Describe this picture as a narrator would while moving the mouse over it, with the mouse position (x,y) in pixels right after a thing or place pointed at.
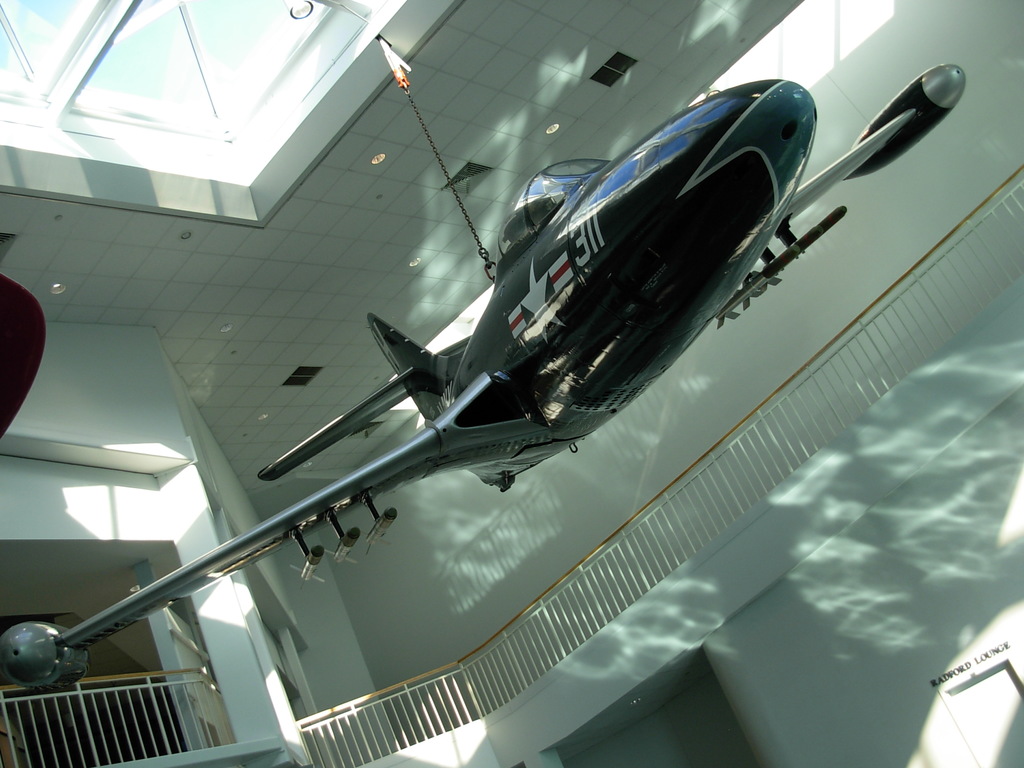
In the image we can see there is an aircraft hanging from the top and there are iron railings (990,229). On the top (178,57) there is a window (146,71).
